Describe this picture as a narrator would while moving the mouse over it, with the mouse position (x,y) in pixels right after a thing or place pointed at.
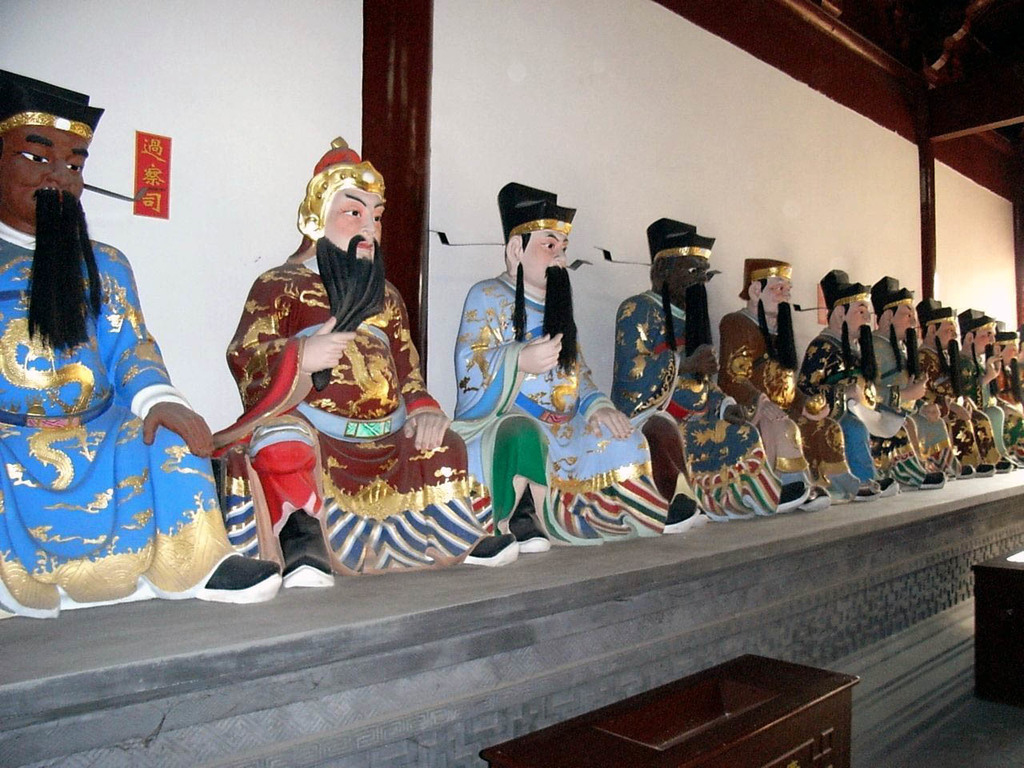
There are many statues (479,350). In the back (504,163) there is a wall (218,127). Also there are some wooden boxes (755,718).
